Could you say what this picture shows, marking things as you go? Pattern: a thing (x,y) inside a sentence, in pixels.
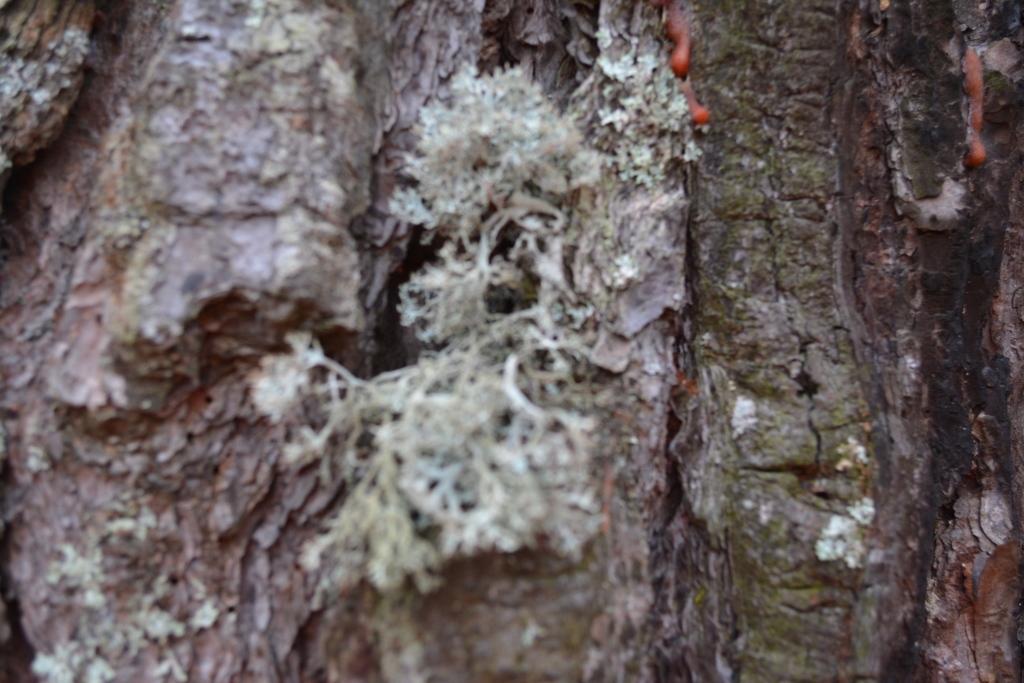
In this image we can see a trunk (823,55). On the trunk (325,330) we can see few plants (458,309).
